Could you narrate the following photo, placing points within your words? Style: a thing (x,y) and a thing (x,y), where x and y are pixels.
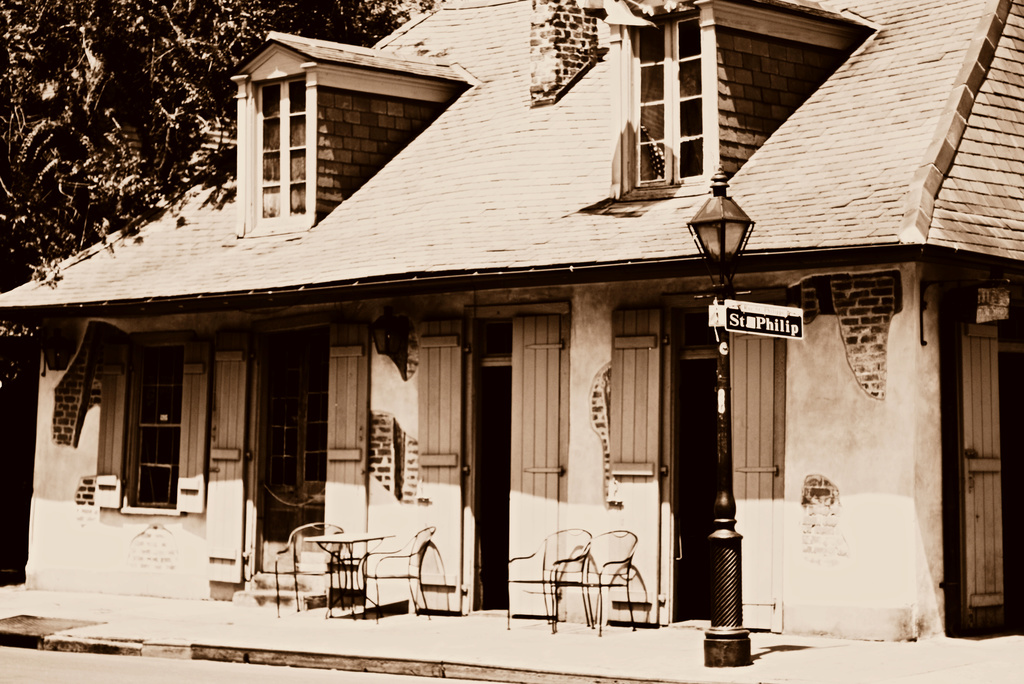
There is a house (499,410) which has few chairs (540,572) in front of it and there is a tree (105,100) in the left corner (132,112).
